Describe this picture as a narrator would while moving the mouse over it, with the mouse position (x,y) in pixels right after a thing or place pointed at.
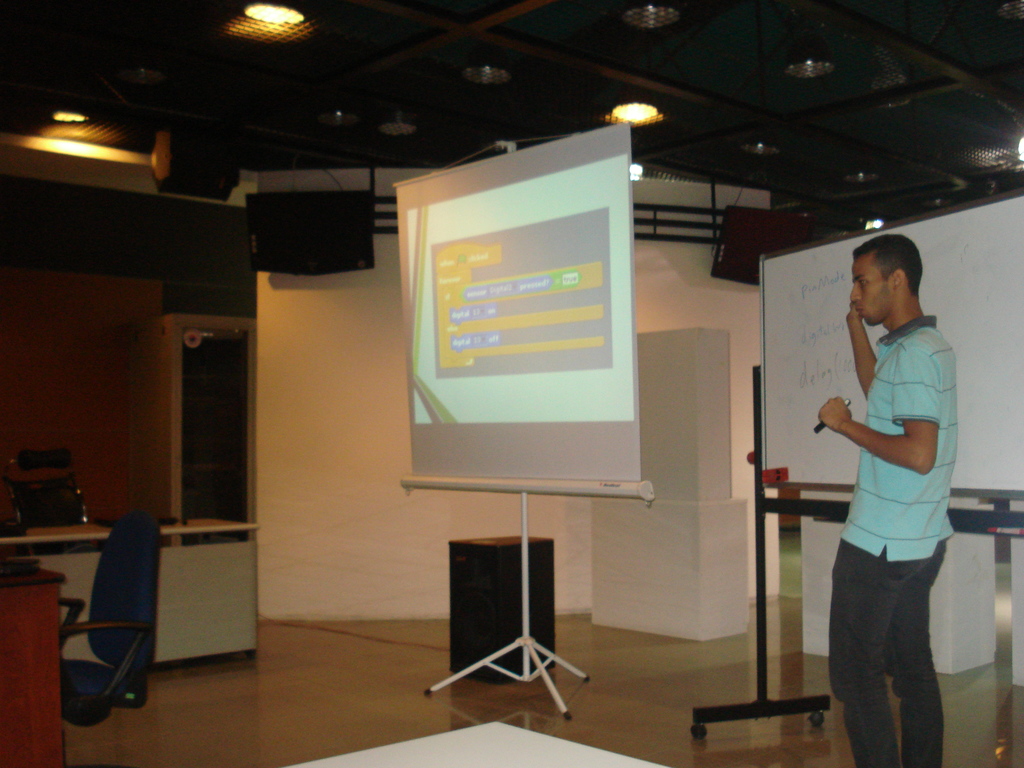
On the right (887,277) there is a person (886,292) who is standing beside a whiteboard (993,339). On the center (542,334) there is a projector (488,330) under we can see a black speaker (494,600). On the top (532,71) there is a ceiling (741,99) with lots of lights (633,122) on it. On the bottom left corner (42,631) there is a brown color table (41,634) and a blue color chair (106,630). Here it's a door (225,431).
